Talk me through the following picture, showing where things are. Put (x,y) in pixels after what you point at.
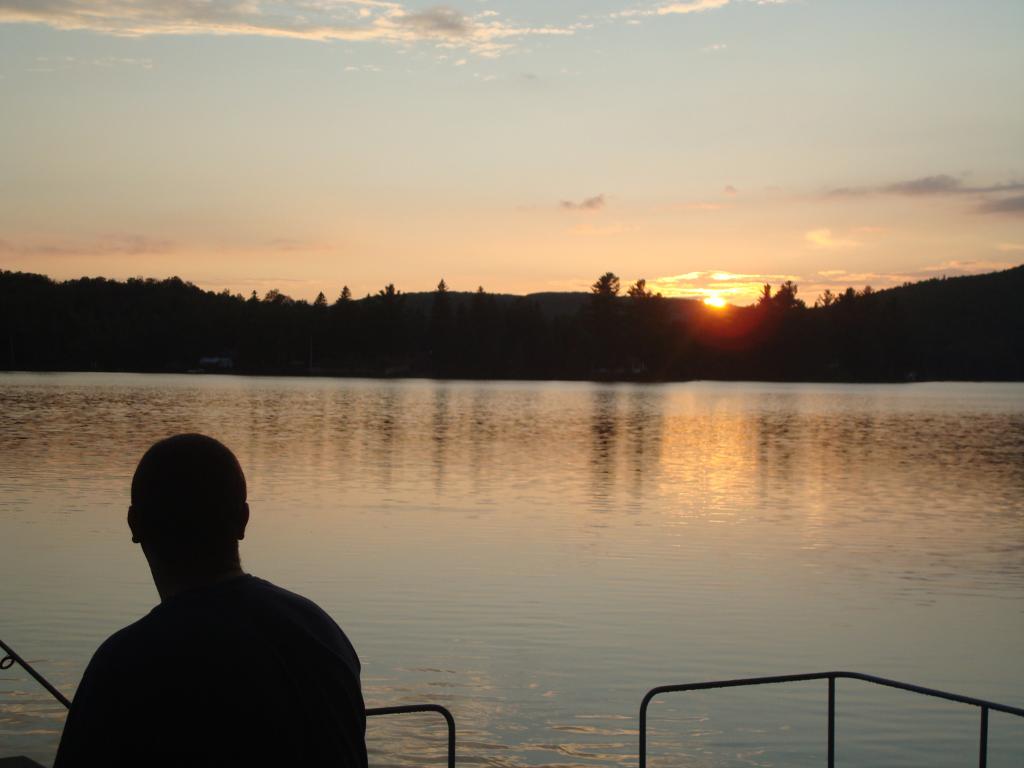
In this picture I can see a person (176,747) and few rods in front (158,764). In the middle of this picture (461,445) I can see the water (800,473). In the background (179,326) I can see the trees (628,333), the sun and the sky (610,165).
